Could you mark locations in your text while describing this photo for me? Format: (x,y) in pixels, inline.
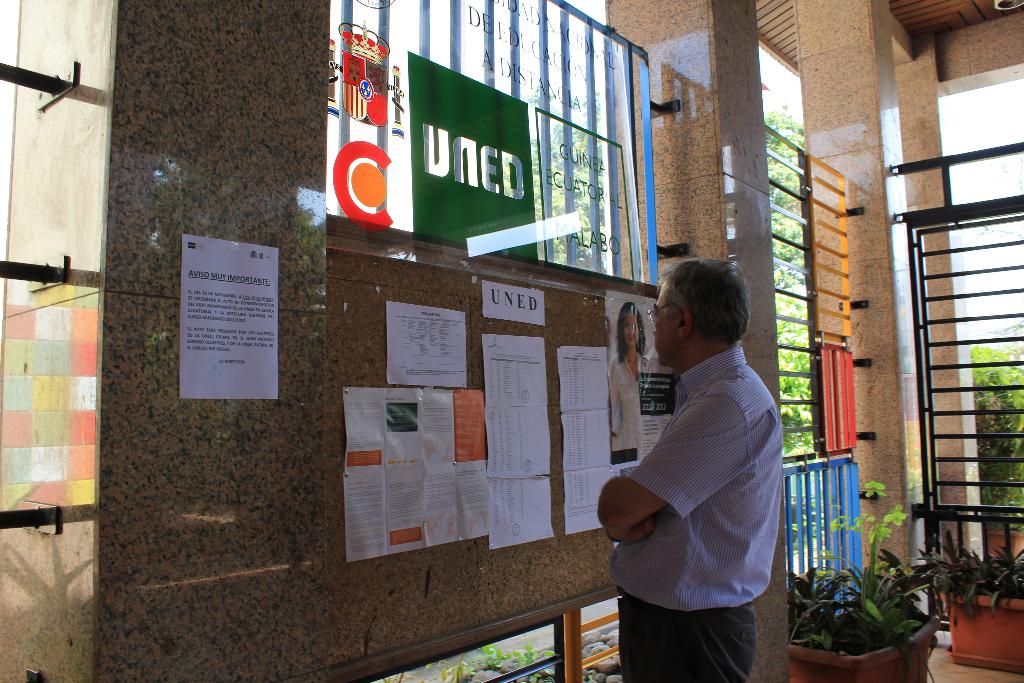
In this picture we can see a man (647,481) wore a spectacle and standing and looking at the posters (522,351) on the wall (561,301), house plants (954,580), pillars (973,541), stones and in the background (1006,368) we can see trees (800,290).
